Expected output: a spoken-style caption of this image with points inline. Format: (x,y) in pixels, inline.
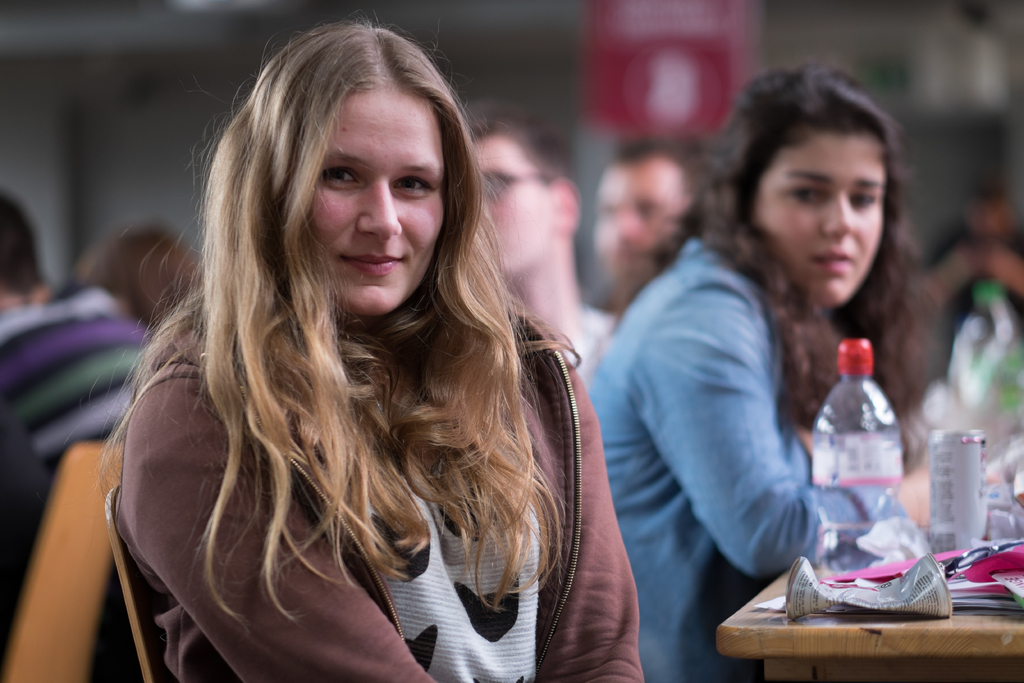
In this image I can see a woman (402,472) wearing white and black shirt (458,587) and brown colored jacket (327,544) is sitting on a chair (116,557) in front of a table (884,634) and I can see another woman (805,504) wearing blue jacket (772,474) is also sitting on a chair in front of a table (886,657) and on the table (892,621) I can see a water bottle (879,403), few tins (804,585), few papers (954,589) and few other objects (967,378). In the background (544,204) I can see few other persons (560,288) and few other blurry objects (707,93).
